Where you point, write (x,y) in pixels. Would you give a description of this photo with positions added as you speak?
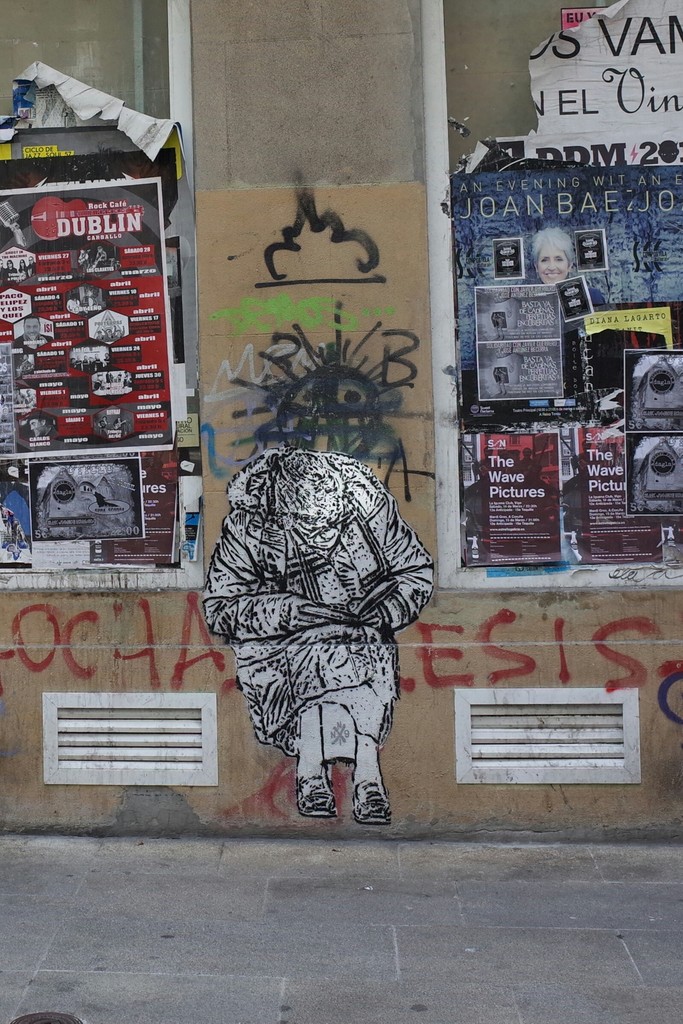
In this image there is a wall (157,645) on which we can see there are some posters (8,267) and some graffiti (304,662).
